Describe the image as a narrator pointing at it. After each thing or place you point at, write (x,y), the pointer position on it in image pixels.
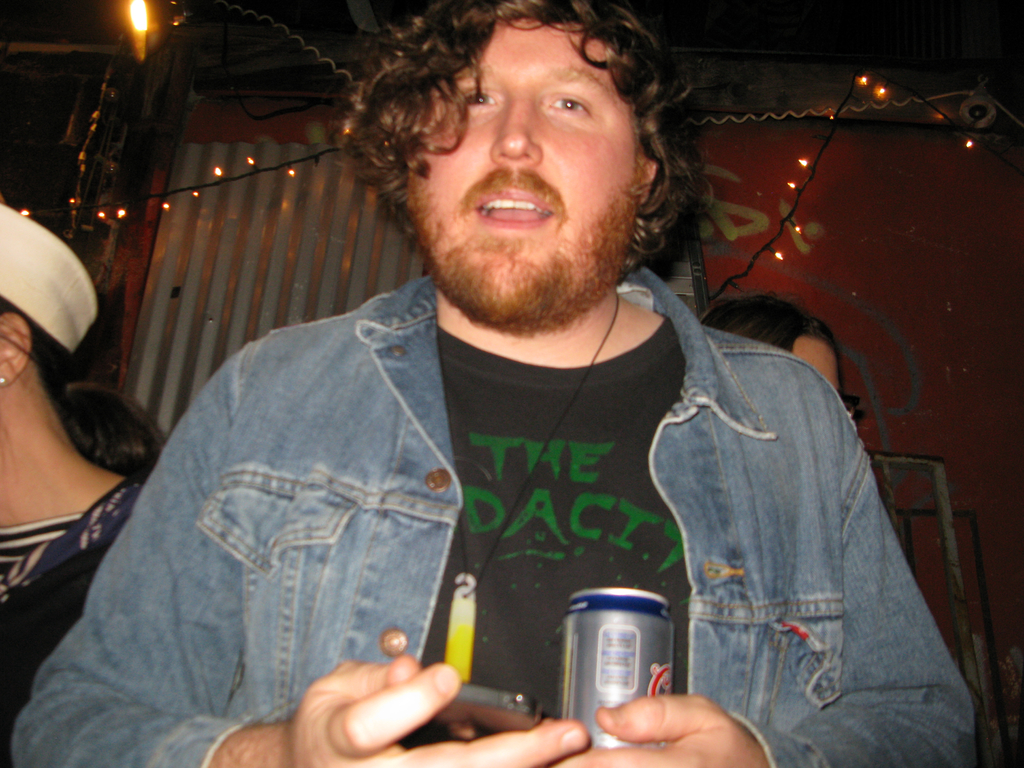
There are three people (556,532). They are standing. In the center (429,407) we have a person (617,517). He is holding a coke (592,605) and mobile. We can see in background (874,425) lights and red wall (874,425).
